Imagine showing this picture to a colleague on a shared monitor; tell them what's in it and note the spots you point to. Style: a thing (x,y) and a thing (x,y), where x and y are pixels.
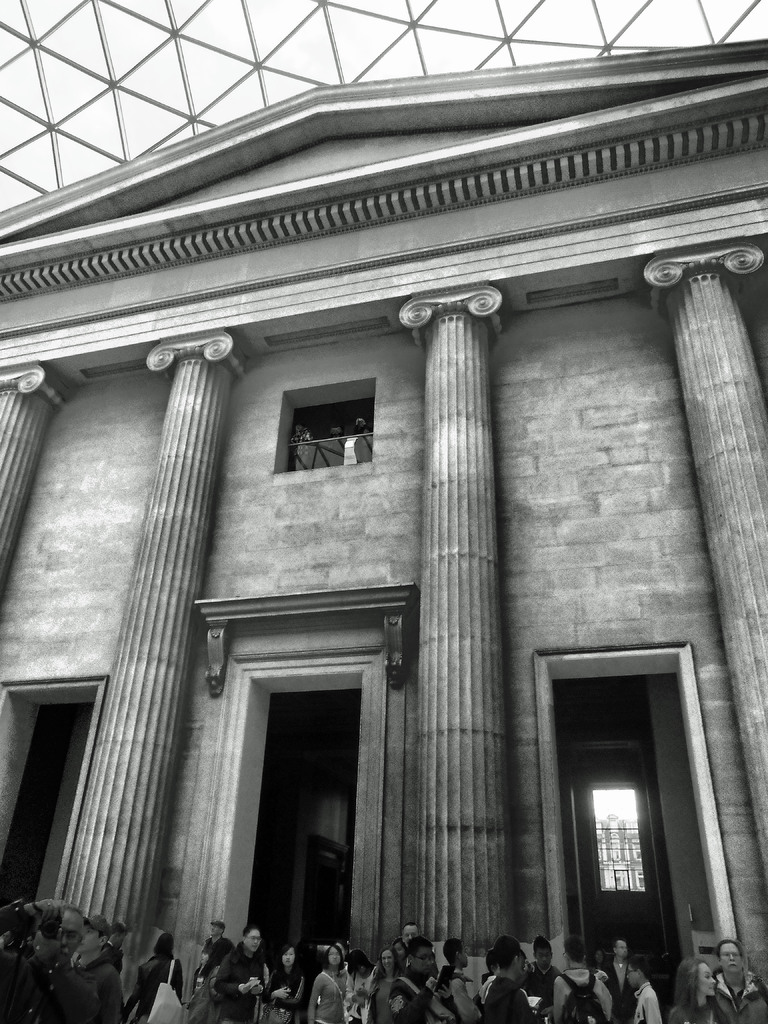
This is a black and white pic. At the bottom (293,965) we can see few persons (717,985). In the background (313,555) we can see a building (327,672), glass roof (81,40) and objects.
